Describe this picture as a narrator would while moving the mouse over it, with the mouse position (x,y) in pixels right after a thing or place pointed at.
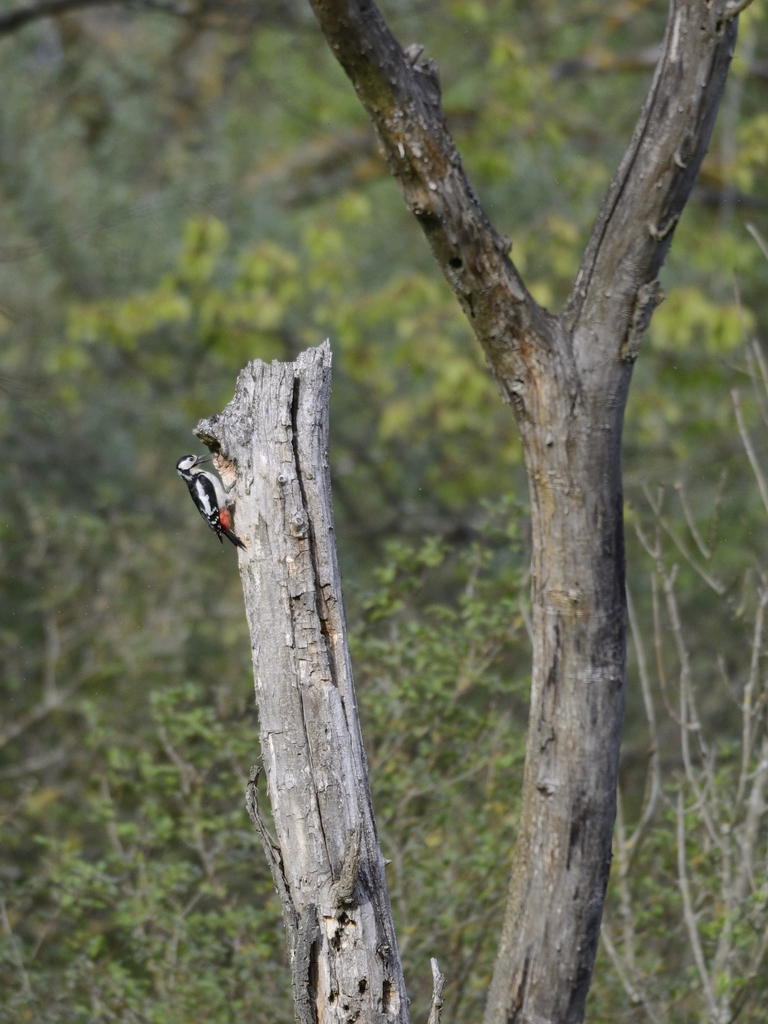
In this image we can see the woodpecker (207,504) on the tree branch (302,669). The background of the image (414,626) is slightly blurred, where we can see plants (329,275) and trees (218,275).
